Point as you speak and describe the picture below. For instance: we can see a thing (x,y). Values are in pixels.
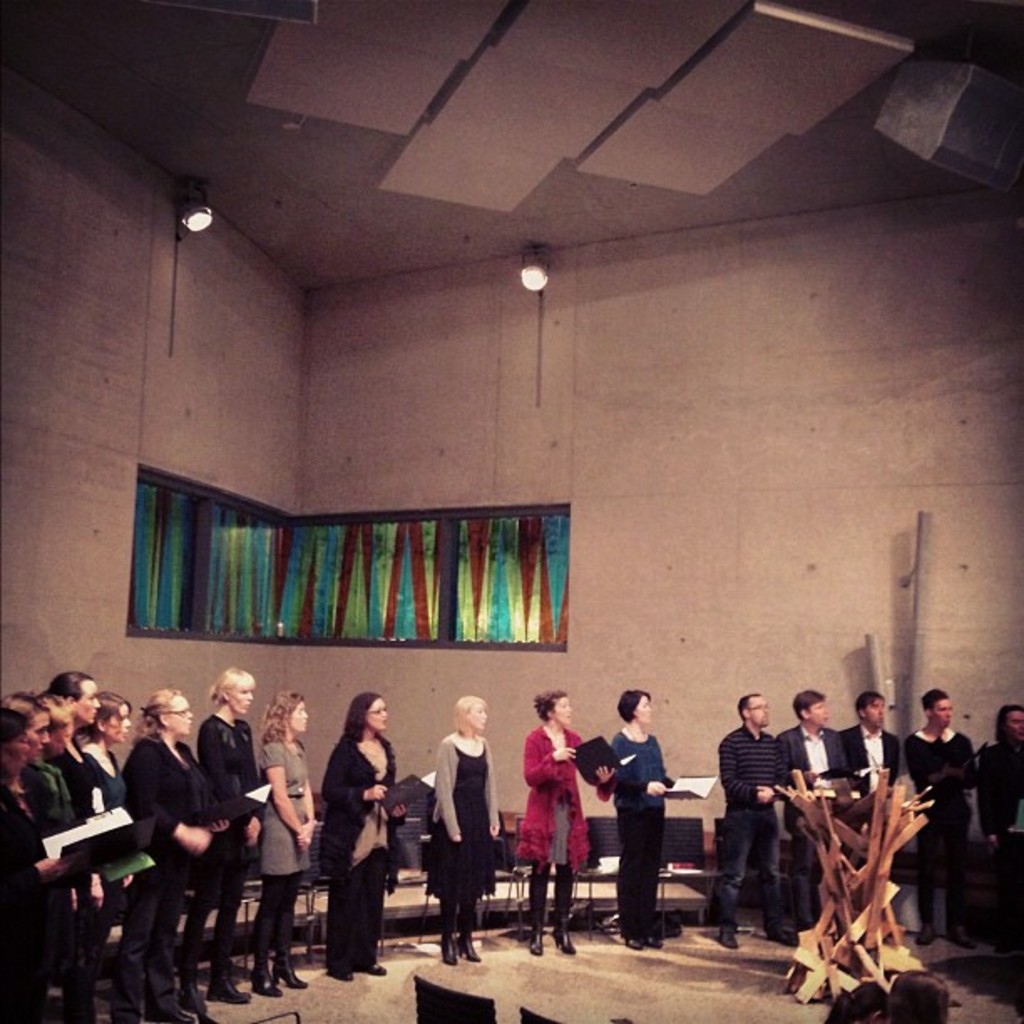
This picture is clicked in the concert hall (540,791). In this picture, we see people (489,891) standing. Most of them are holding books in their hands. In front of them, we see wooden sticks (839,943). Behind them, we see a white wall (626,537) and a sheet (393,589) in green, blue and brown color. At the top of the picture (241,233), we see the lights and the ceiling (541,128) of the room (446,215).
